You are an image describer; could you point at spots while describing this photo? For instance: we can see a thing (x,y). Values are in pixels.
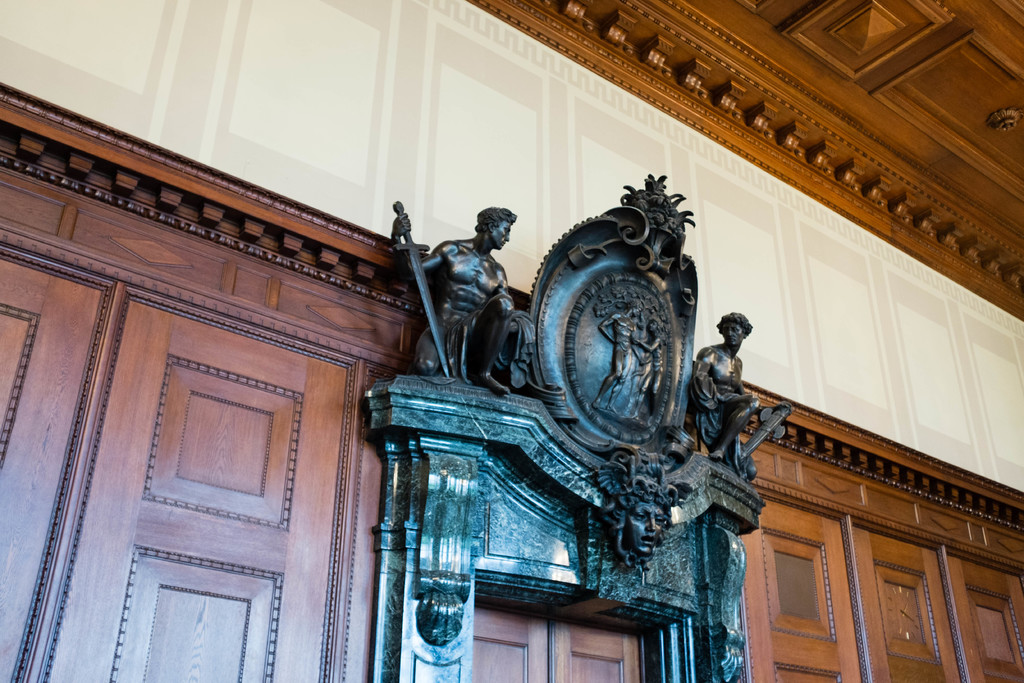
At the bottom of the picture (584,528), we see the stone carved statues (664,301) of the sculptures (721,407). Beside that, we see a brown wall (298,350). Behind that, we see a white wall (446,91). At the top (581,34), we see the roof (785,22) of the building (758,206).
